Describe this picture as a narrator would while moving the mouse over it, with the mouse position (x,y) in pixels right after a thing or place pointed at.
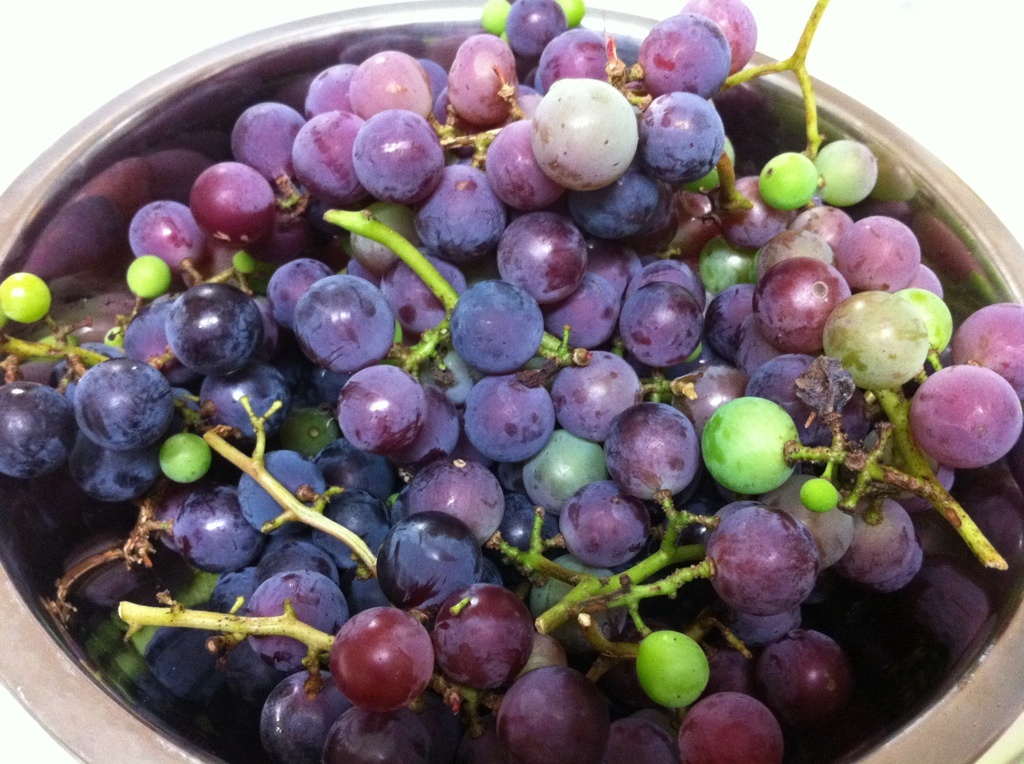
In this image we can see grapes (446,274) in a bowl (29,245).
